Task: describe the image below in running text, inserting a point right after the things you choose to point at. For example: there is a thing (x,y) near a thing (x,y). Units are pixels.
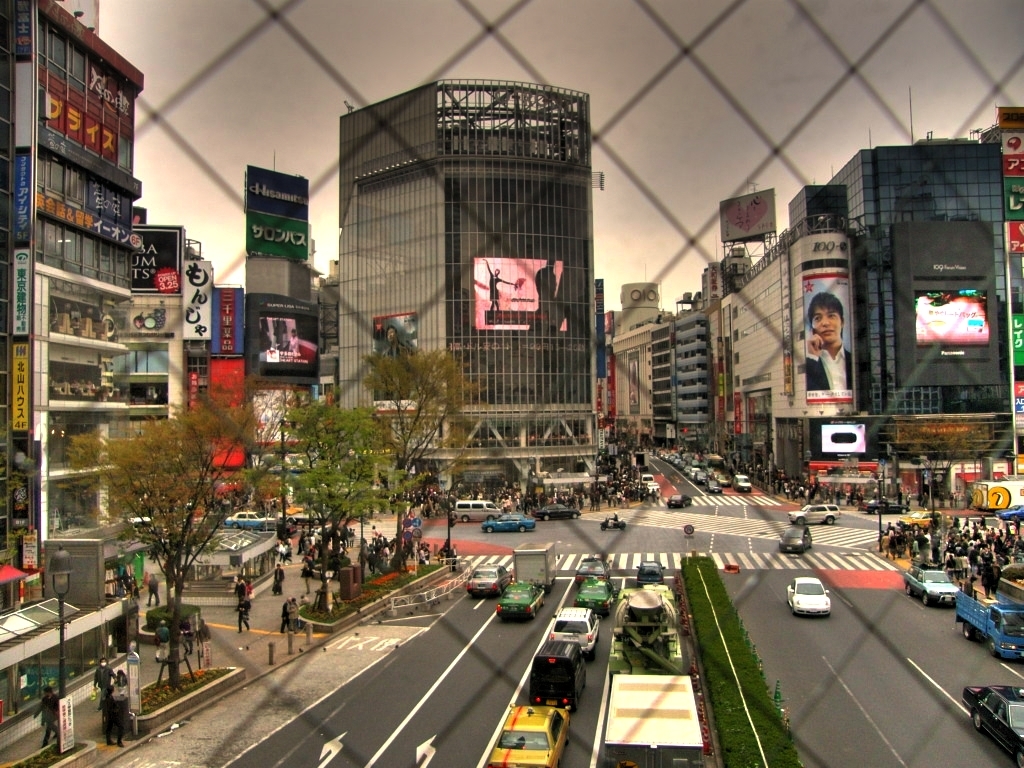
In front of the image there is mesh (853,647). Behind the mesh (444,578) on the road (882,655) there are many vehicles (533,746). And on the footpaths (260,634) there are many people (156,604), trees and poles (58,711) with sign boards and lamps (55,587). And in the image there are many buildings (540,114). On the buildings (988,215) there are banners (224,333), screens (540,278) and posters (750,197) with images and text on it.
